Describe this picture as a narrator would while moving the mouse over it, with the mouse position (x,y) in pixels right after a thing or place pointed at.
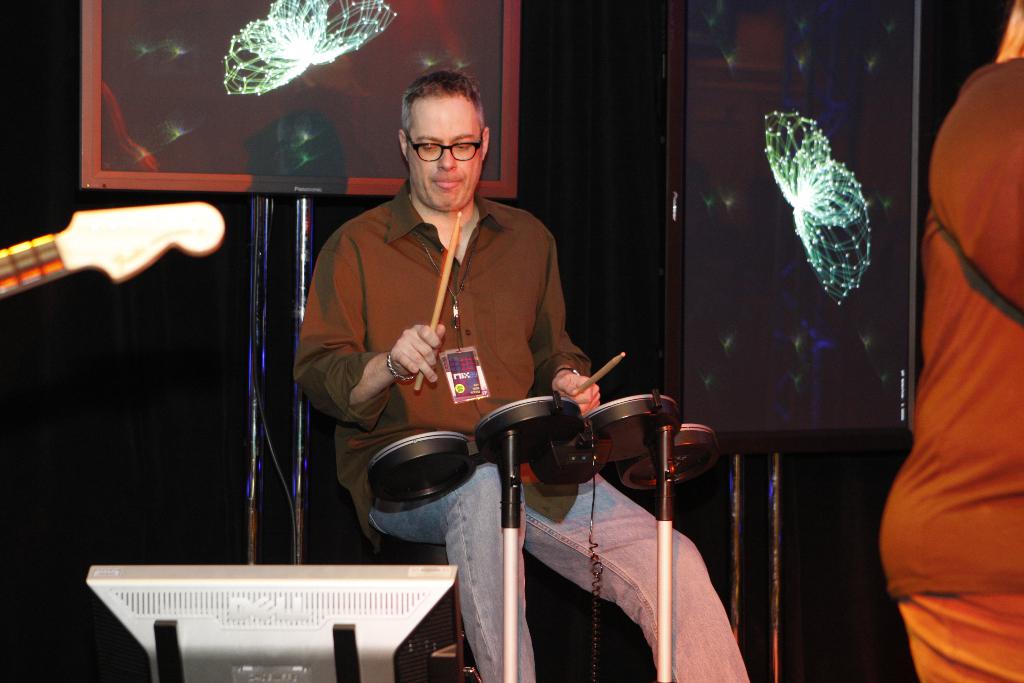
In this image I can see a person (370,435) holding sticks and visible in front of musical instrument (384,454) and I can see a stand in the middle (665,437) and I can see a person (1013,274) on the right side (990,236) and a black color board (743,328) visible in the middle (675,329).
